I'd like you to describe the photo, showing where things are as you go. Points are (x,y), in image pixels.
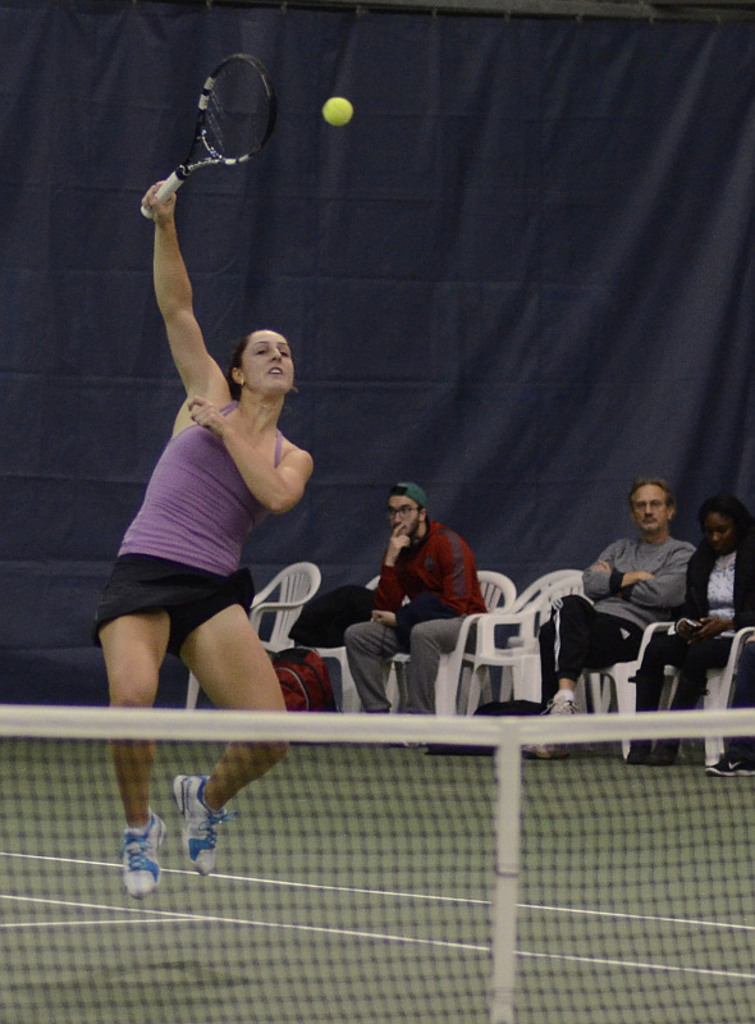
In this image I can see a person (235,754) playing game and the person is holding a racket (251,77) and I can see a ball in green color. Background I can see few other persons (684,709) sitting and a curtain (486,161) in blue color. In front I can see a net (722,839).
